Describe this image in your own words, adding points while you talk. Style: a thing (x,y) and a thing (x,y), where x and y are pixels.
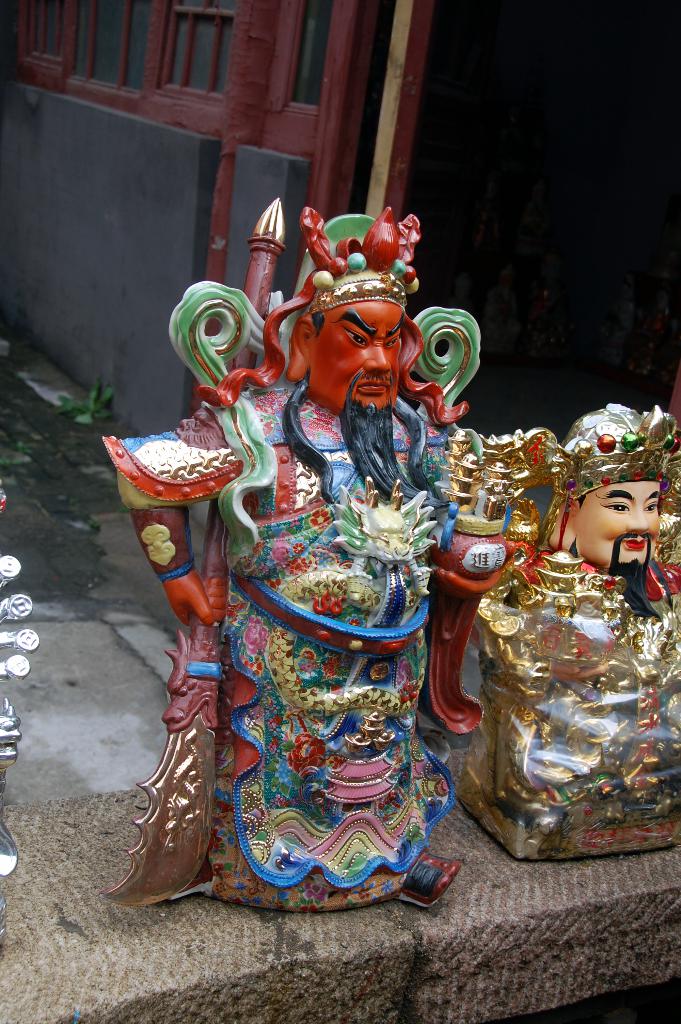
There are two statues (370,582) kept on the floor (627,860) as we can see in the middle of this image (308,676). There is a wall (58,211) in the background (110,264).
